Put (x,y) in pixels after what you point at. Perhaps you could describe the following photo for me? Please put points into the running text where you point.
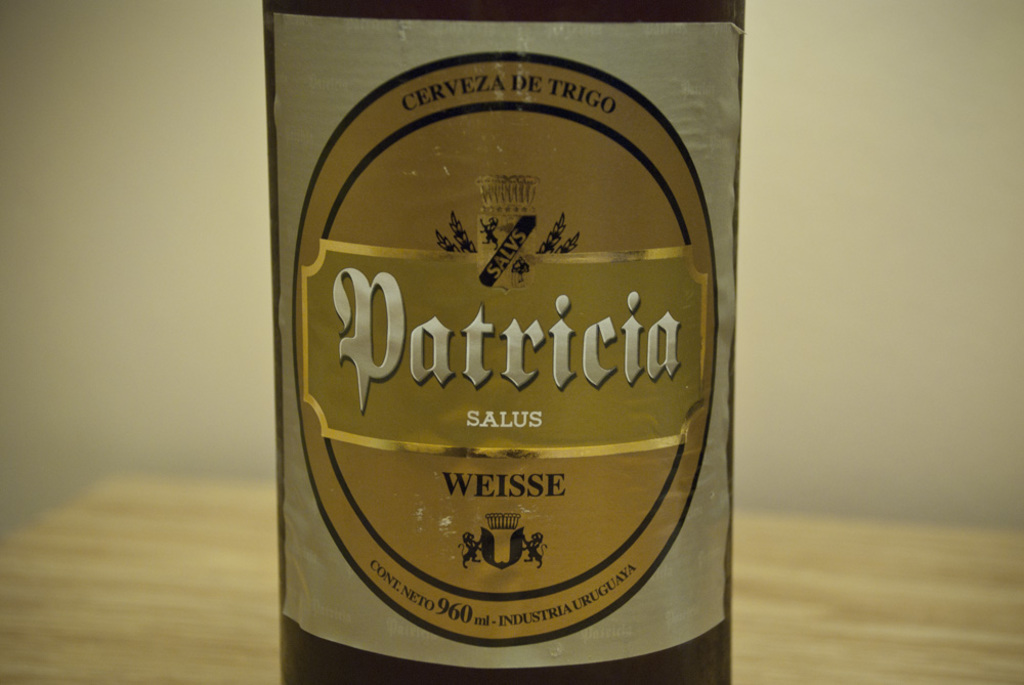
In the middle of this image (519,405), there is a bottle (441,657) having a sticker (313,168) on it. In this sticker (669,438), there are texts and animated images (493,520). And the background (925,93) is blurred.
